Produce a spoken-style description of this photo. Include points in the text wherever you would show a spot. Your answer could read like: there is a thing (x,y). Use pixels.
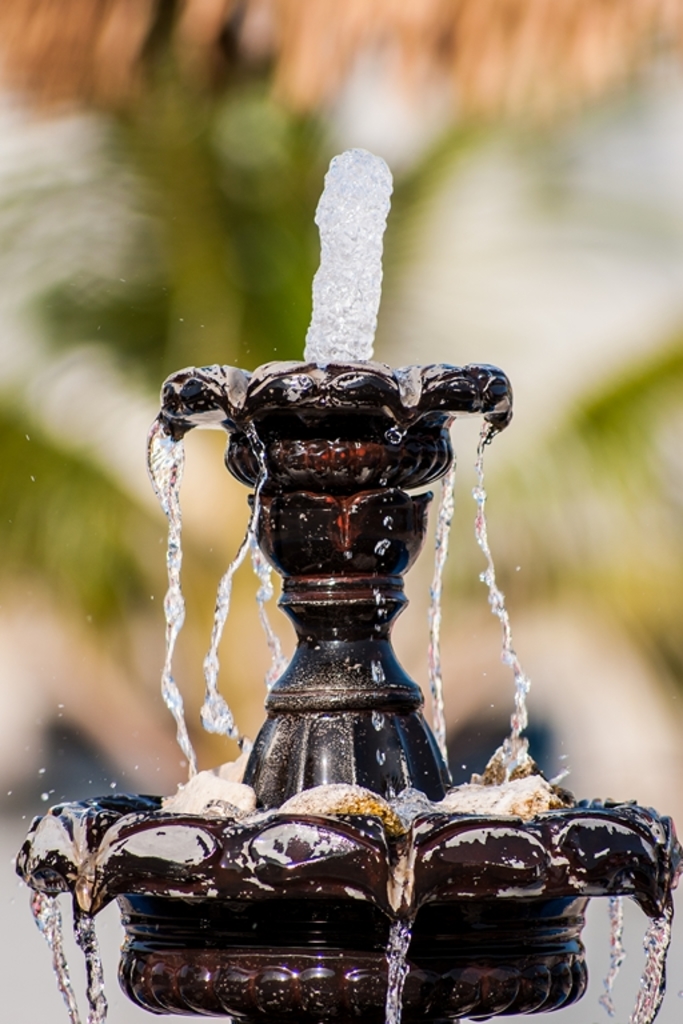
In this picture we can see a fountain (388,733) and in the background (582,419) we can see it is blurry.
